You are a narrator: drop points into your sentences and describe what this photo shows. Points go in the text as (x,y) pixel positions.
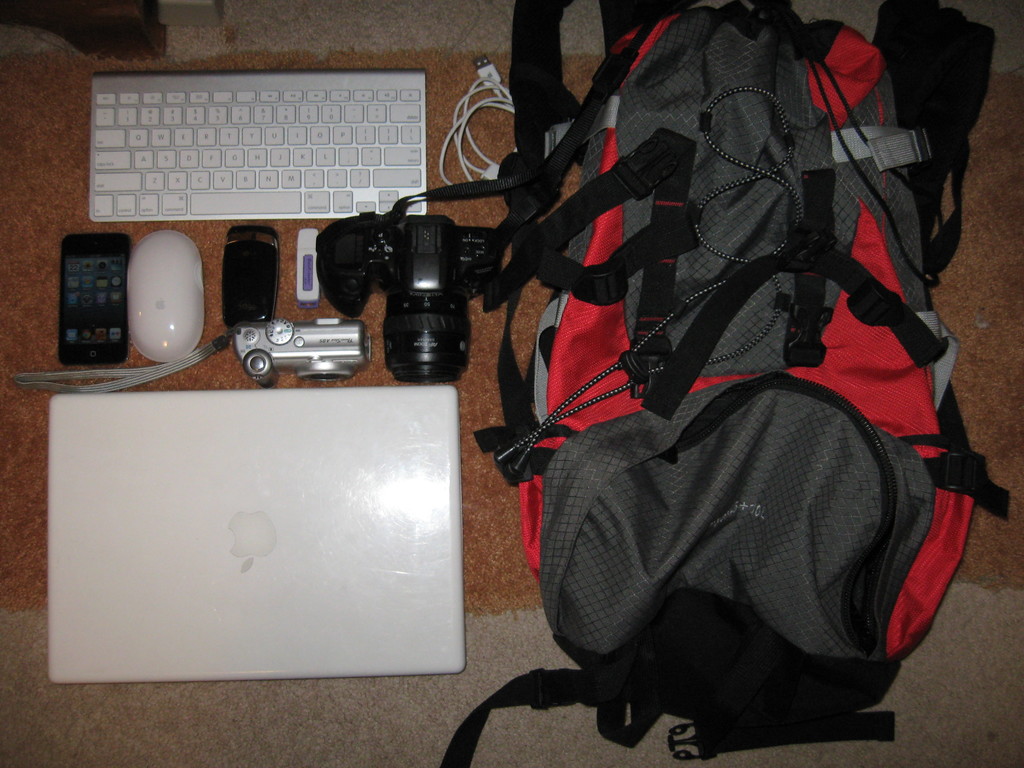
In this picture there is a bag (938,254), a laptop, keyboard (201,130) camera (416,250), cell phone (243,297), and mouse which are there on the floor (18,367).
